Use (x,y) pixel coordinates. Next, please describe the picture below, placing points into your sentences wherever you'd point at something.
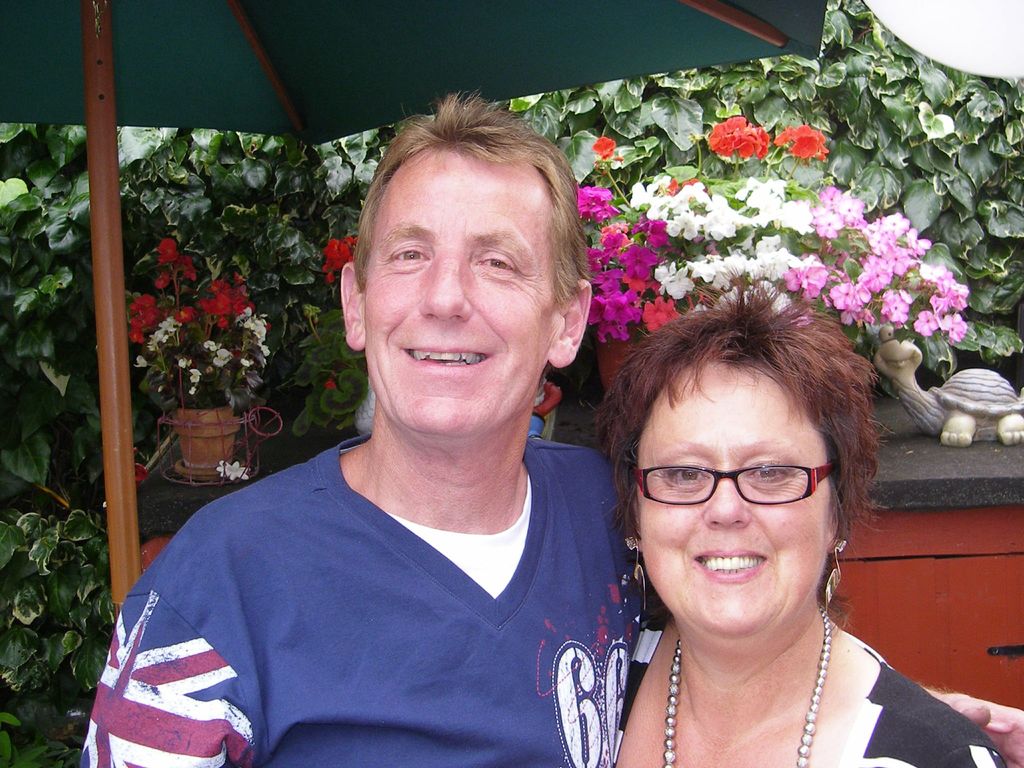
In this picture we can see two people (269,611) smiling and a woman (711,732) wore spectacles (738,487). In the background (809,291) we can see a toy (991,418), pots (210,441), plants (239,241) with flowers (719,284) and some objects (535,407).
